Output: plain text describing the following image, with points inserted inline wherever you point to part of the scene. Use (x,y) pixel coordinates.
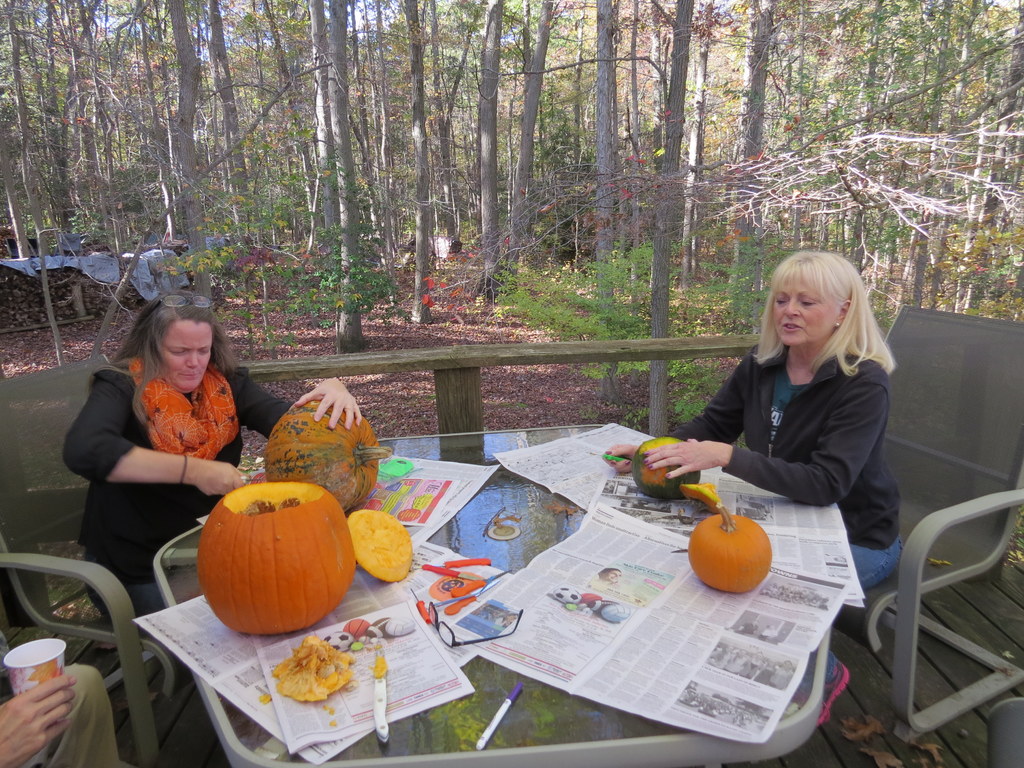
As we can see in the image, there are trees (563,167), three people (6,744) sitting on chairs (23,549) and a table (565,709). On table (539,714) there are papers (570,629), spectacles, pen (494,725), knife (384,729) and pumpkin (289,556).
